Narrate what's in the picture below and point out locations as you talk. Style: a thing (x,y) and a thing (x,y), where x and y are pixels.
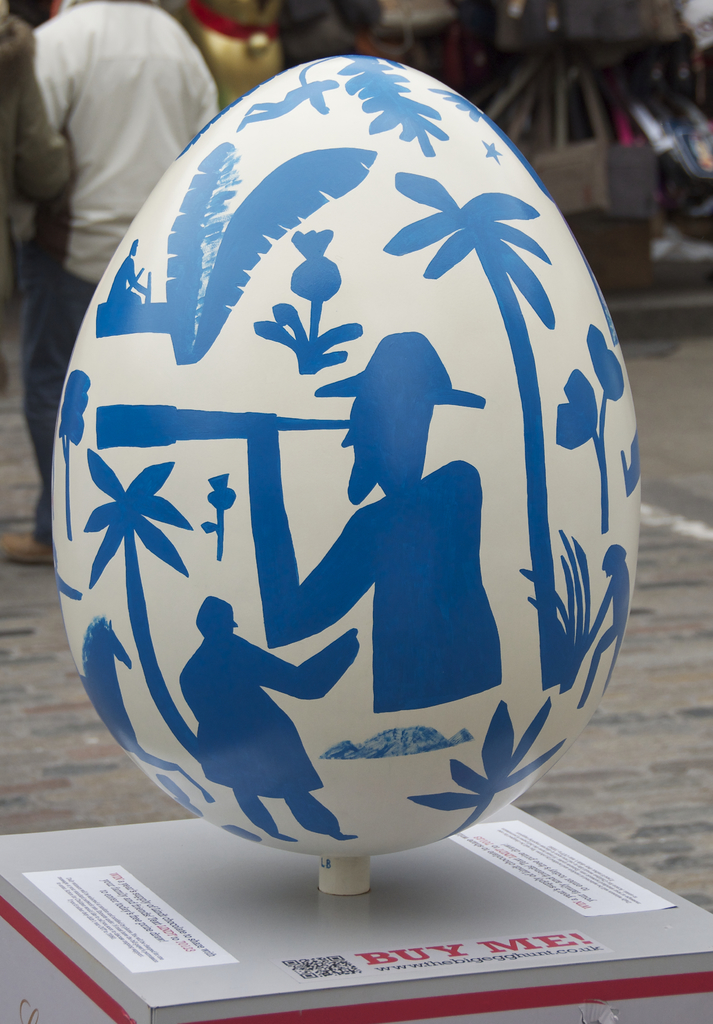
In this picture there is an printed model of an egg (316,213) in the center of the image (355,672) and there are people (45,238) and bags (677,72) in the background area of the image (677,72).
